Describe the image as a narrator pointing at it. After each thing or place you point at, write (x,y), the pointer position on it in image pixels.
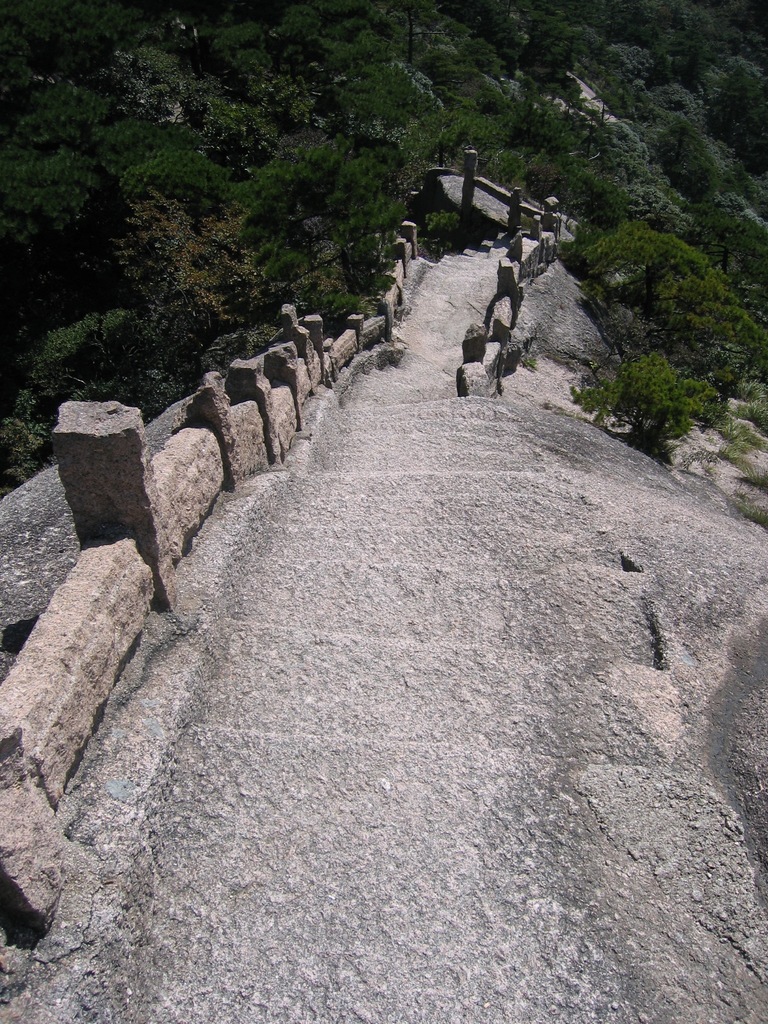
In this image there is a path (449,304) in the middle (329,432) and there are stones (352,339) on either side of the path (469,322). In the background (425,77) there are trees (381,109).
